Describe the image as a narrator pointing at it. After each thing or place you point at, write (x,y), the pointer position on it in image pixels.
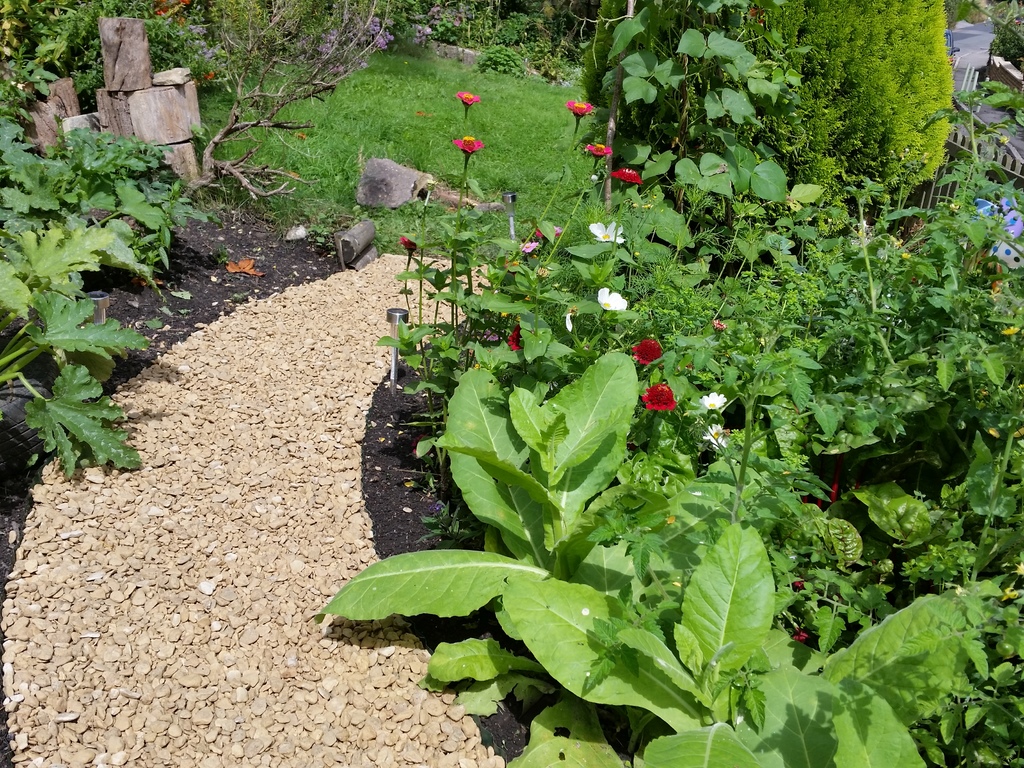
The entire picture is filled with grass (526,169) and plants (743,569) with different flowers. Towards the bottom left (128,692), there are stones (183,491).
